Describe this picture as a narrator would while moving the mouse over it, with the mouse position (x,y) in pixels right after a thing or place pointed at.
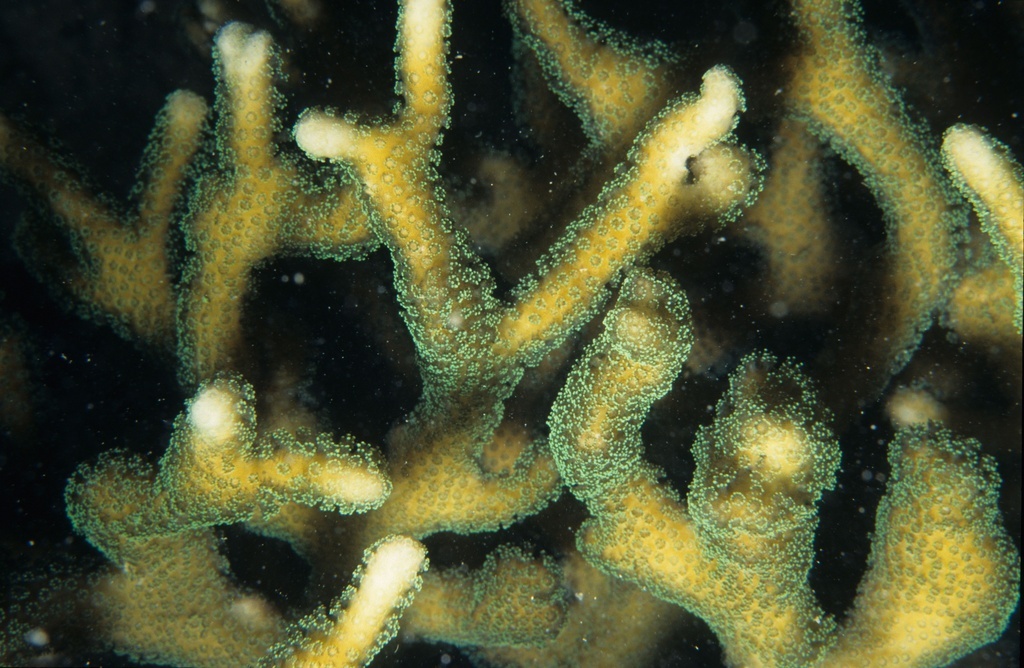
In this image we can see the coral reef (444,463).
